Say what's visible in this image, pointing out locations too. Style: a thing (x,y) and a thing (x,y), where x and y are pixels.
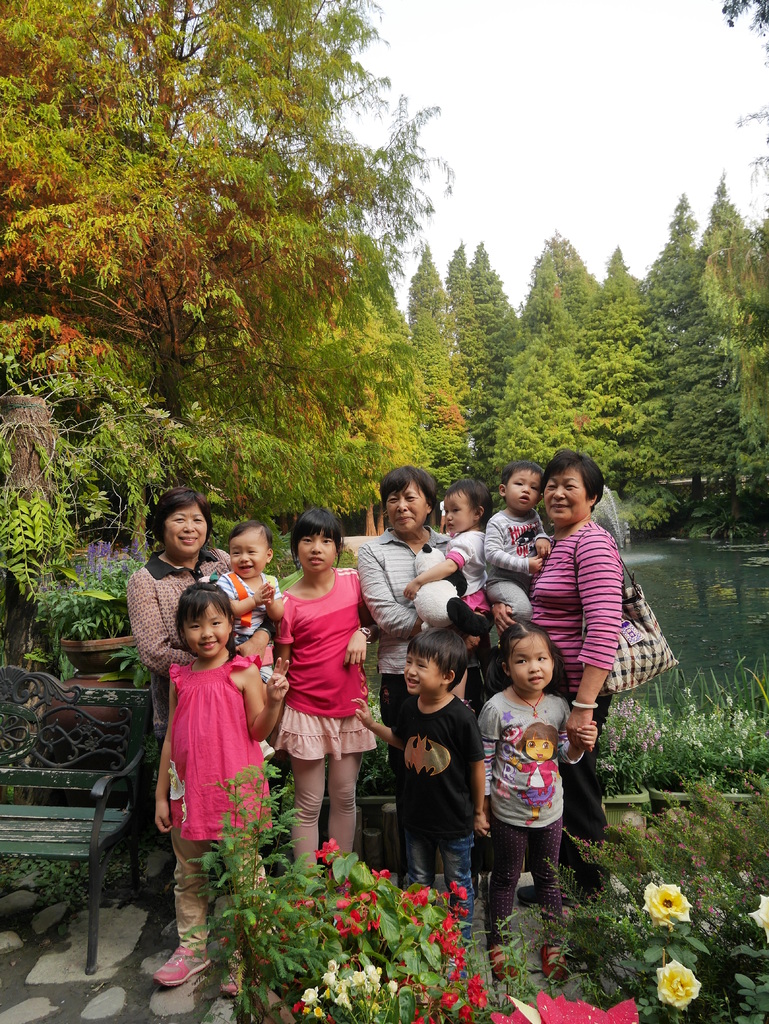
In this picture I can see some people (302,718) are standing on the ground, around we can see flowers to the plants (338,946), bench (62,821), the lake (702,626) and also we can see some trees (355,382).
